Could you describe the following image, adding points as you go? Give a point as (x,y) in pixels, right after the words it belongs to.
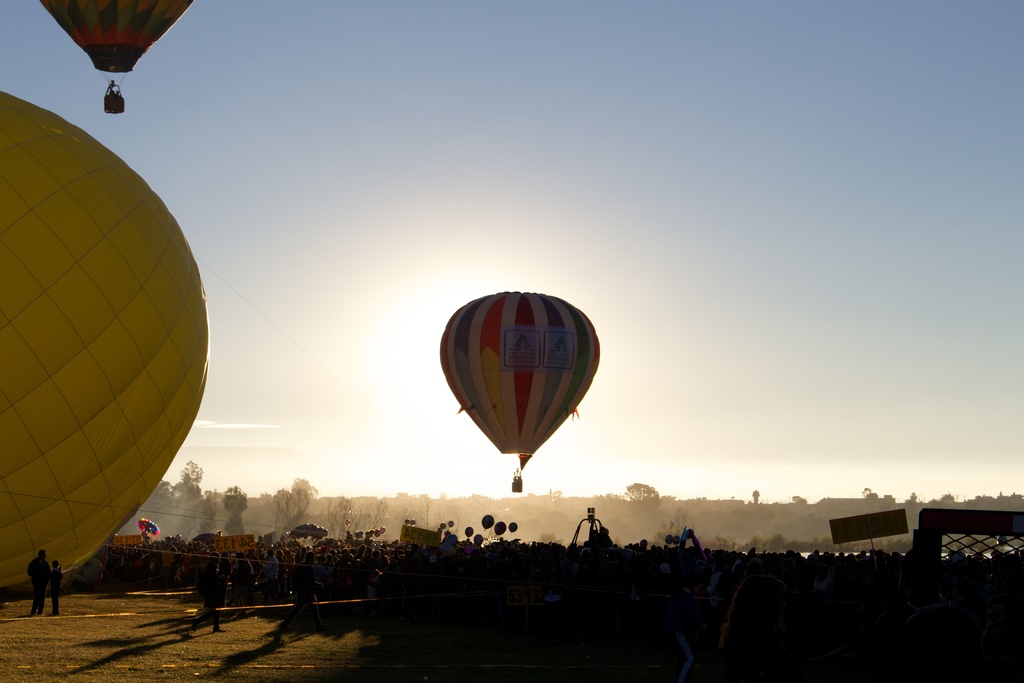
In this image there are a few gas balloons (93,242) in the air (382,348), on the surface (53,635) there are a few people (393,572) standing, in the background of the image (487,506) there are trees (556,528).
